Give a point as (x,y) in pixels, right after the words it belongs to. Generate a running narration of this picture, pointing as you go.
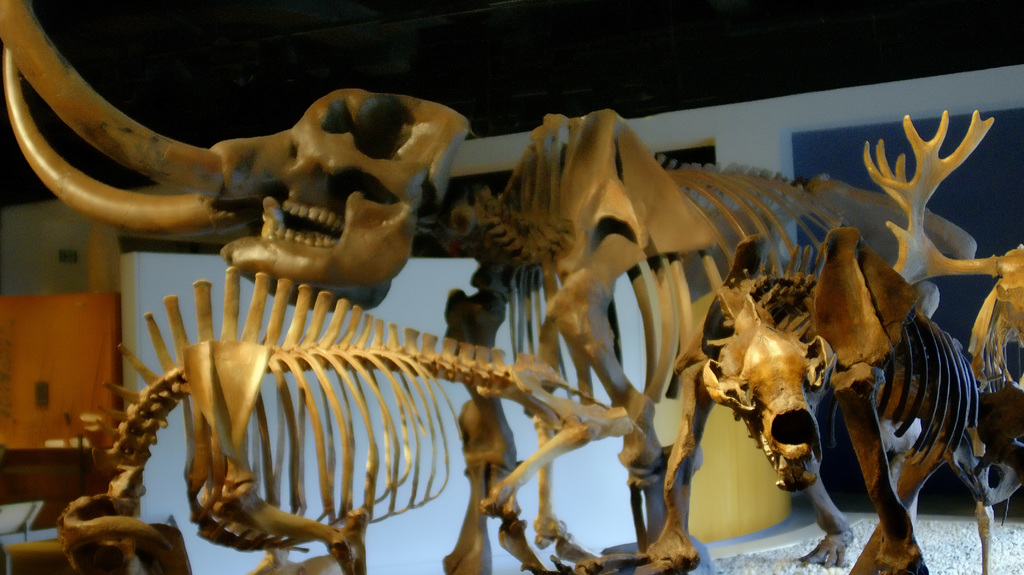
In this picture I can see few animal skeletons (862,293) and looks like a wall (76,284) on the left side (32,364) and it looks like inner view of a room (149,243).
